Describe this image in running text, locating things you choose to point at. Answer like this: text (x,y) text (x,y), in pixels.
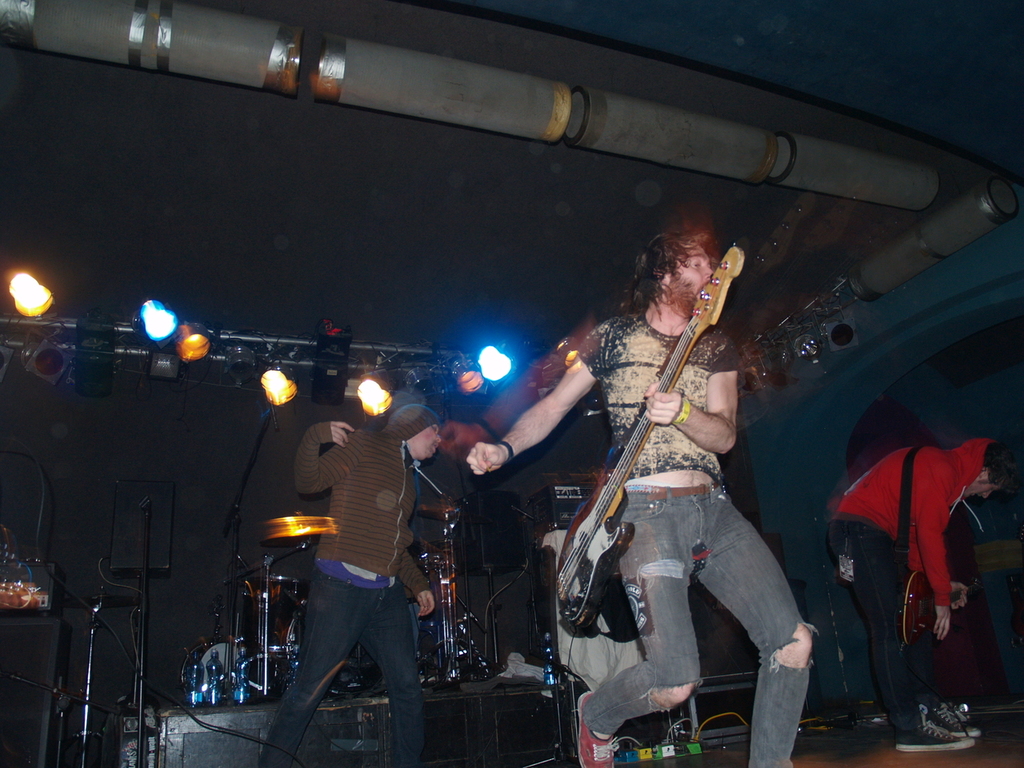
As we can see in the image there are lights (155,363) and three people (717,494) over here. The man (707,511) who is standing here is holding guitar (597,547) and behind them there are musical drums (256,591).
